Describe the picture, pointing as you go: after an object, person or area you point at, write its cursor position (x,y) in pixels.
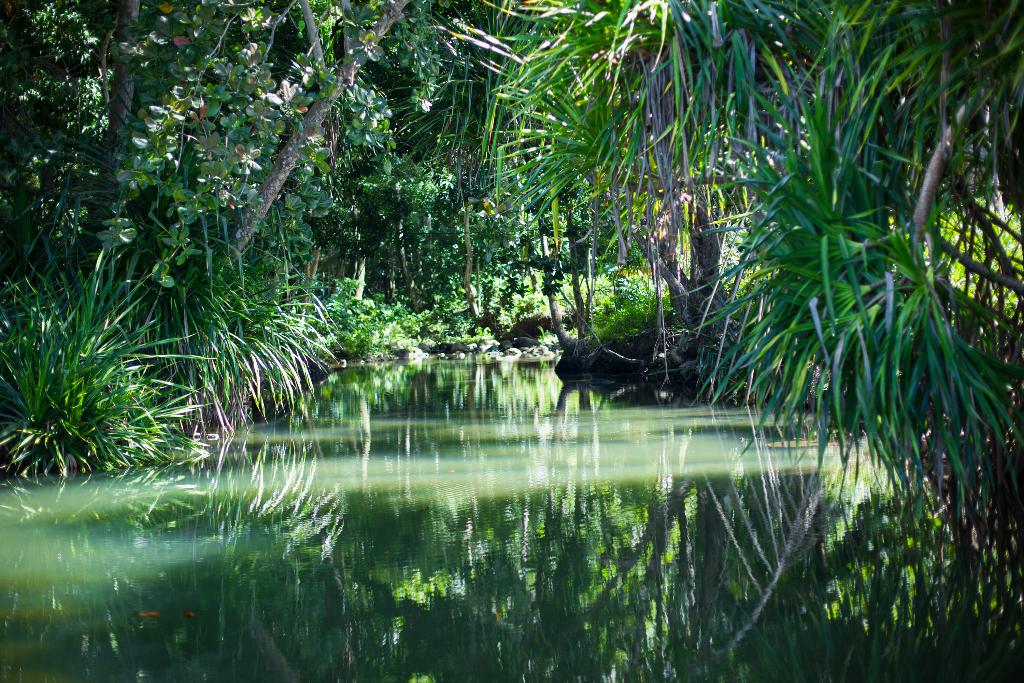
In the image we can see there are many trees (499,129), plants (315,312) and water (411,427). In the water (415,461) we can see the reflection (410,527) of trees (688,556) and plant (202,338).
